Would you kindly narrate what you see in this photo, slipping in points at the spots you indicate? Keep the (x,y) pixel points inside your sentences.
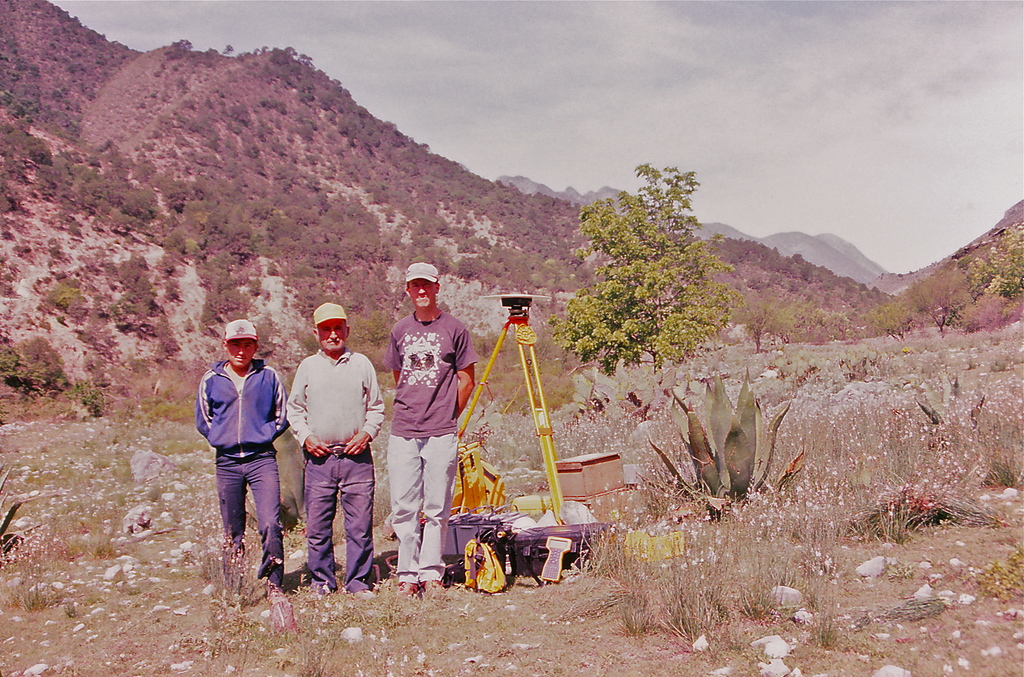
In this picture we can see three men (335,428) standing, they wore caps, there is something present behind this person (421,481), at the bottom (681,517) there are some plants (706,483) and stones (113,446), in the background (636,294) there are some trees (754,306), on the left side (270,154) there is a hill (236,144), we can see the sky (542,71) at the top of the picture (552,51), we can also see some boxes (593,488) at the bottom (588,498).
